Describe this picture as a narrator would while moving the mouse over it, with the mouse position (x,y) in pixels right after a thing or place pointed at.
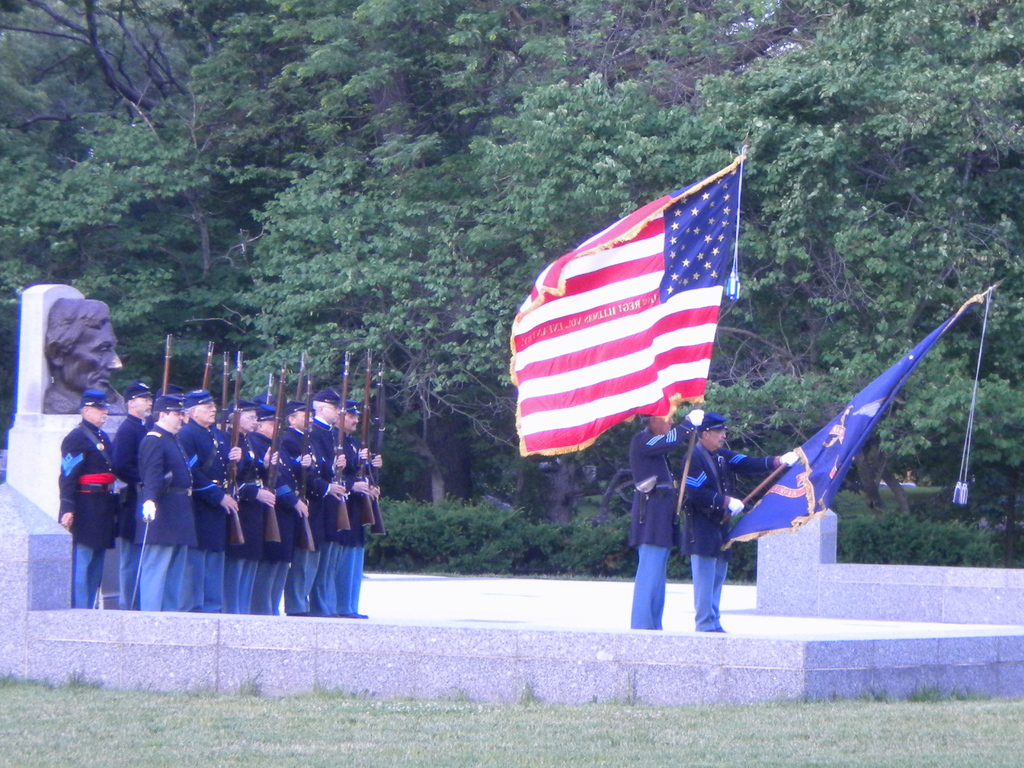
This picture describes about group of people (695,575), they are standing, few people (206,485) are holding guns (343,380) and few people (720,474) holding flags (779,511), behind to them we can see a sculpture (80,358), in the background (298,334) we can find few trees (401,153).
